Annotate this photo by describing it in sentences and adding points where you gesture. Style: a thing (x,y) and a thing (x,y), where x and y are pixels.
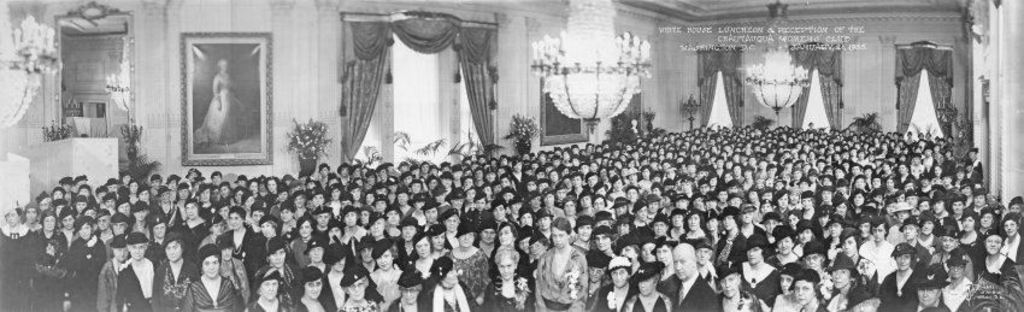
This is a black and white image, in this image there are people (358,308) in a hall (66,219), in the background (629,23) there is a wall (618,17) to that wall (281,142) there are curtains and frames (200,43) at the top (623,62) there is a chandelier (609,98).
